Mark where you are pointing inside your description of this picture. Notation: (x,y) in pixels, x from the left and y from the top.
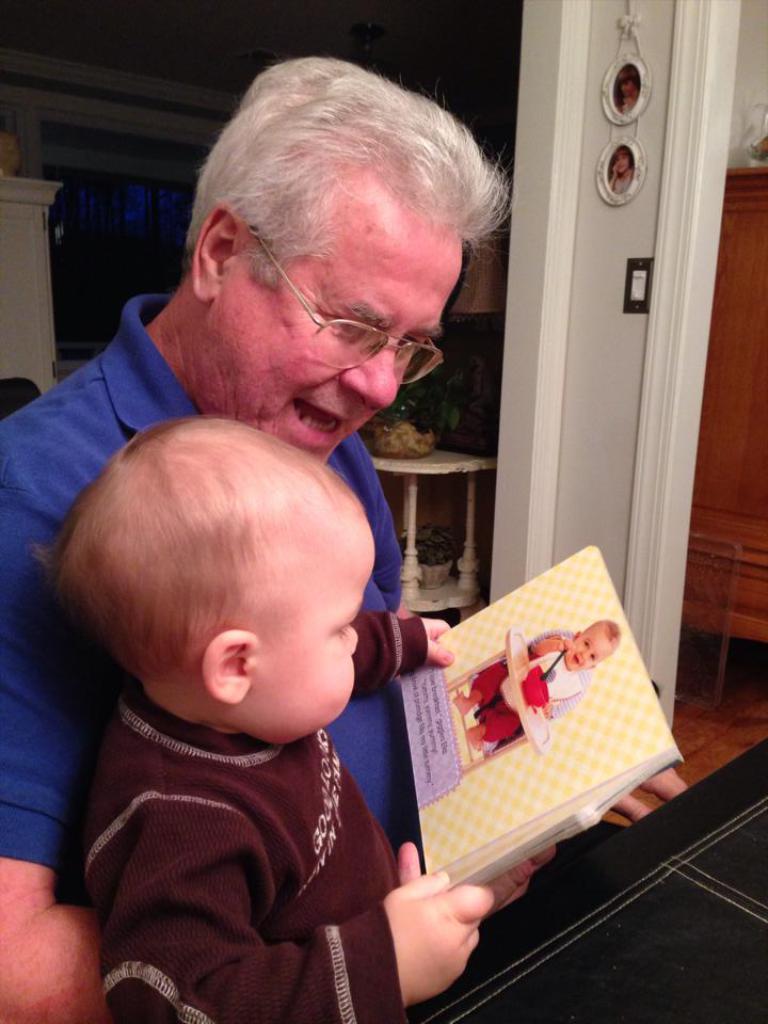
In this image a person (48,419) wearing a blue shirt (15,488) is holding a baby (215,950) in his arms (66,1003). Baby (305,910) is wearing a brown shirt (318,821). He is holding a book (501,812). Behind this person (303,448) there is a table (459,462) having a bowl (427,450) on it. There is a picture frame (605,101) attached to the wall (609,45), beside there is a wooden furniture (720,451).
